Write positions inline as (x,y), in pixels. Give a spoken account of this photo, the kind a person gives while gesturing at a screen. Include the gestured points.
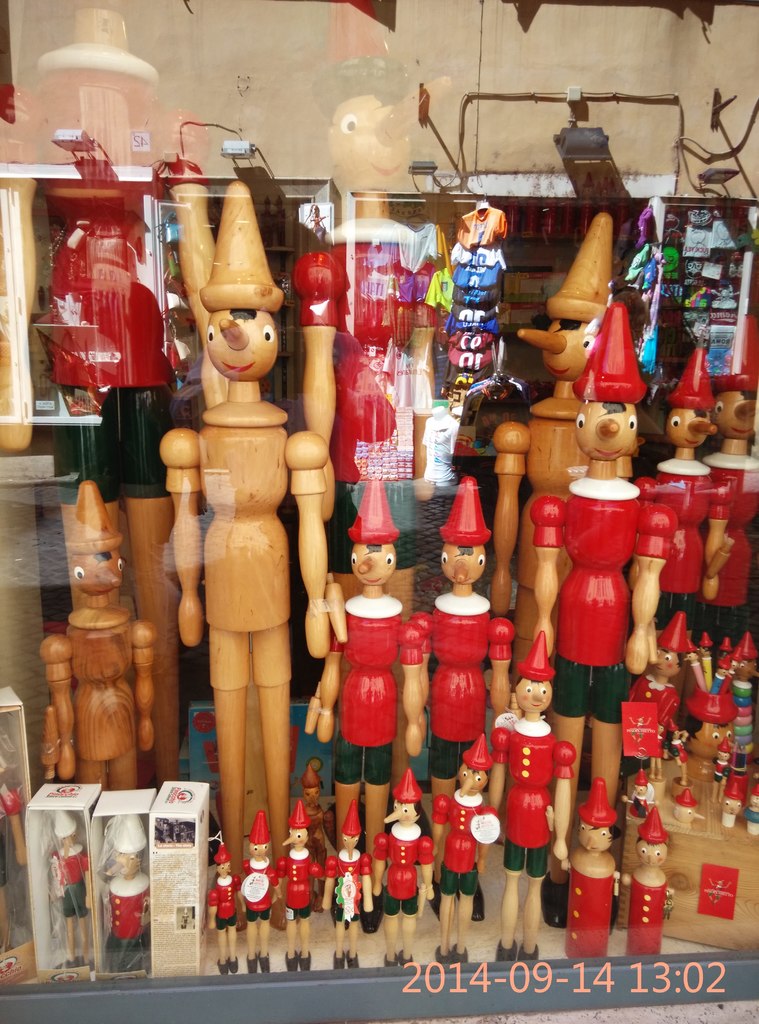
In this picture there is a glass window (381,744). On the other side of the window (188,746) there are toys (353,600) and boxes (107,862). At the top (497,44) it is wall (576,35).
